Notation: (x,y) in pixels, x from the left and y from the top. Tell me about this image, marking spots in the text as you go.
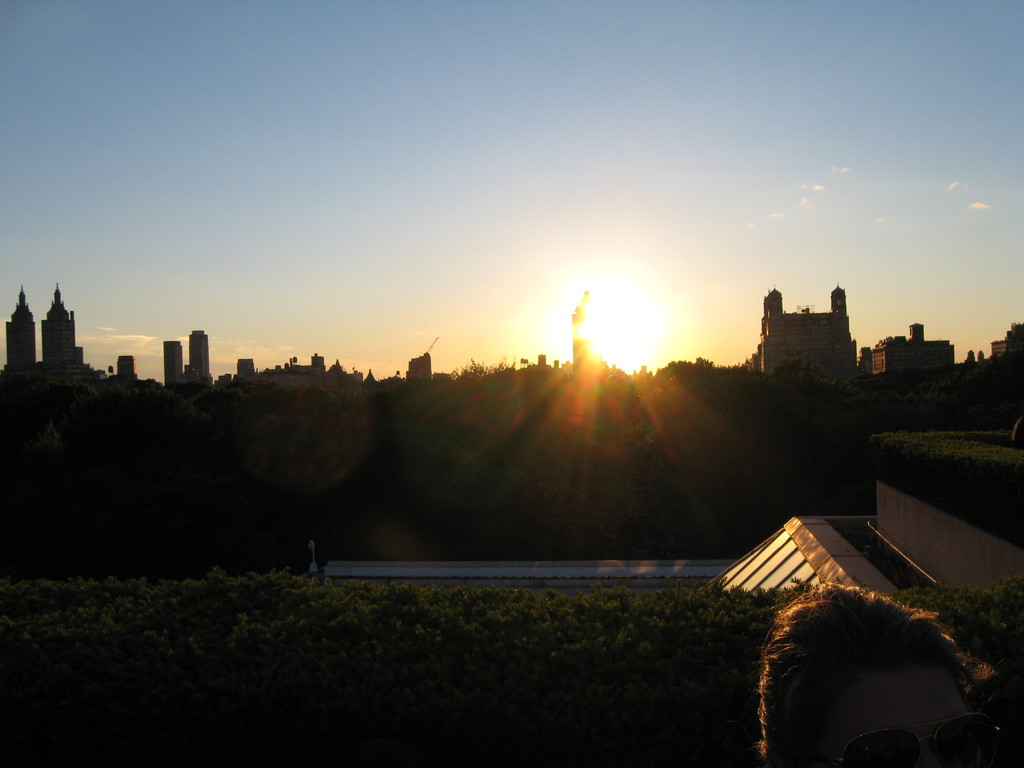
In this image we can see few trees (398,450), a person's head (915,718), few buildings (824,361) and the sky (671,358) with sun (632,333) in the background (453,192).
